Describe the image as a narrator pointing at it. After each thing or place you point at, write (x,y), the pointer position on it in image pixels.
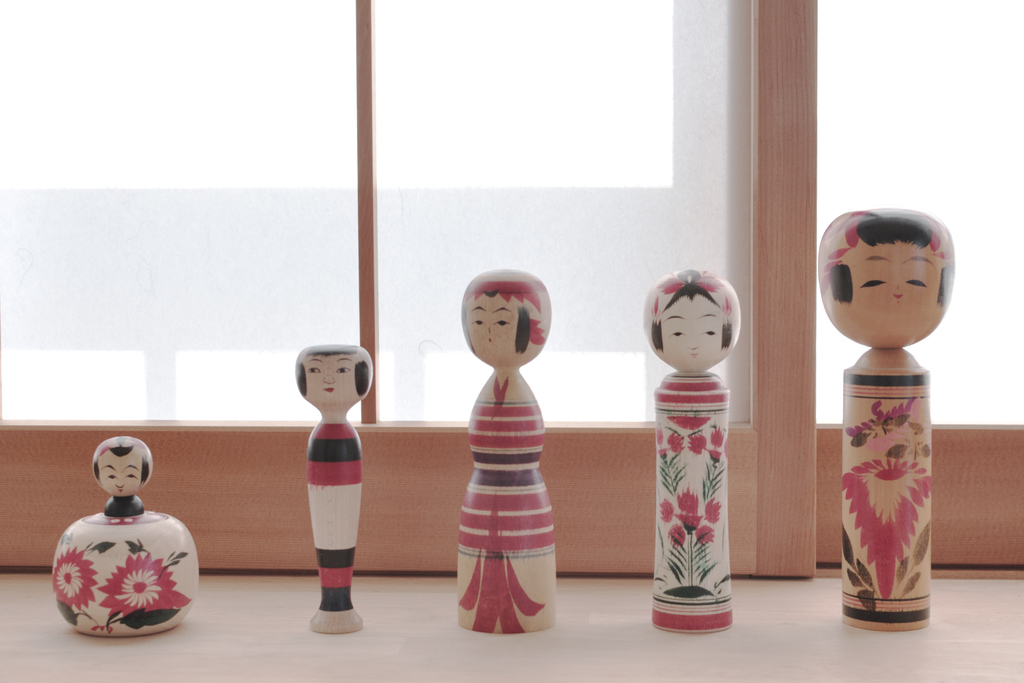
We can see wooden dolls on the surface (349,642). Background (659,175) we can see glass (710,116).
